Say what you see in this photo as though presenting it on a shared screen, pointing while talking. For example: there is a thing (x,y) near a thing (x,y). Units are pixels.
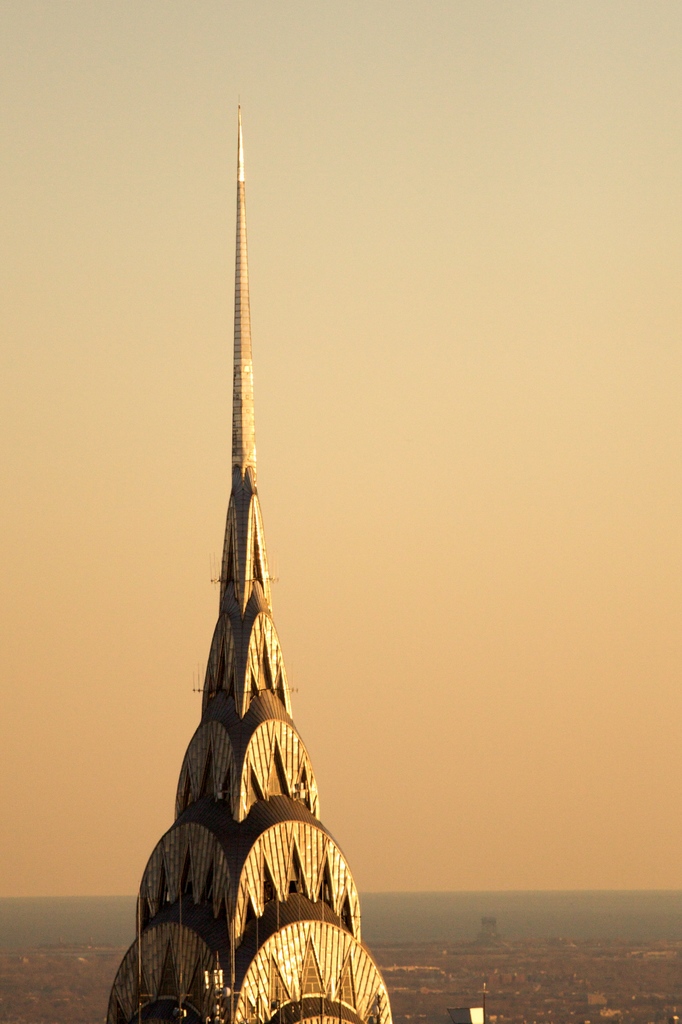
In this image I can see the top of the building (278,888) and in the background (463,753) I can see the sky (496,486), the water (595,917) and the ground (543,972).
